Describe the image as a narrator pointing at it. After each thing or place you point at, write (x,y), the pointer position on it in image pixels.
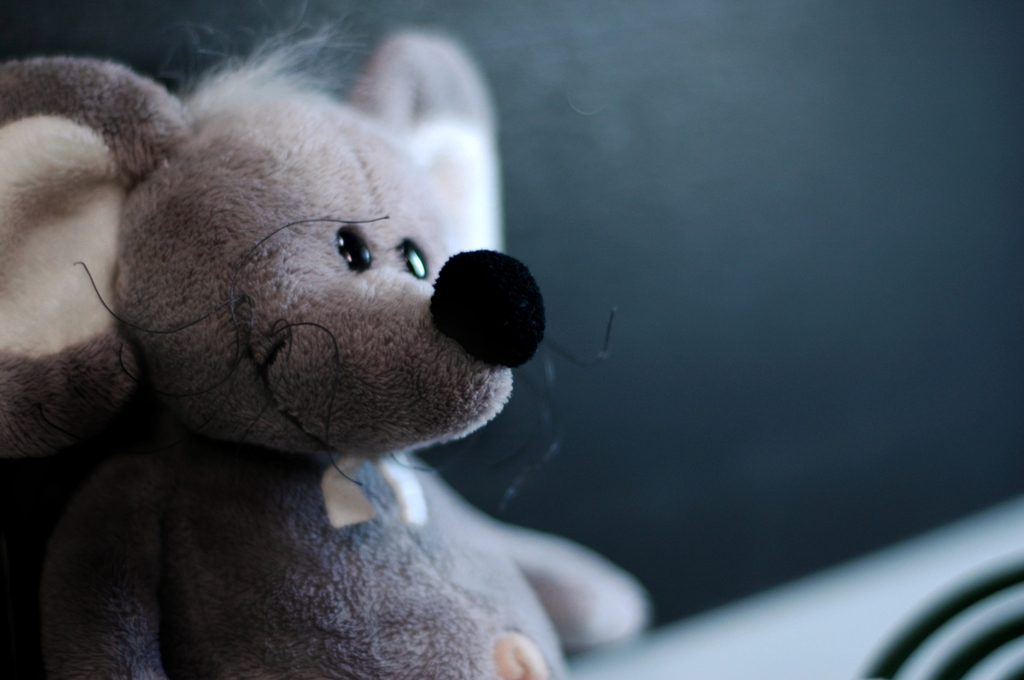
In this image there is a doll (343,382).
